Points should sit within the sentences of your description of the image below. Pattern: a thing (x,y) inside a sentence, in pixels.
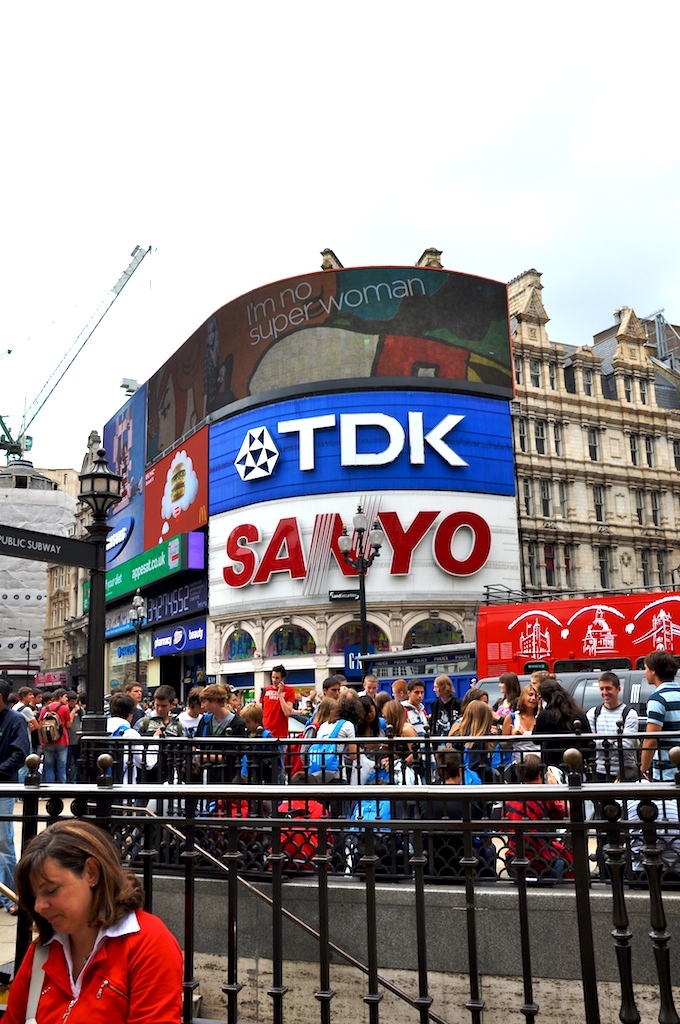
In this image, on the left side (76,854), we can see a woman (66,851) wearing a red color shirt (104,972). In the background (175,843), we can see a metal grill (620,796), buildings (52,634), window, hoardings (392,553), crane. At the top (408,117), we can see a sky (71,450).
